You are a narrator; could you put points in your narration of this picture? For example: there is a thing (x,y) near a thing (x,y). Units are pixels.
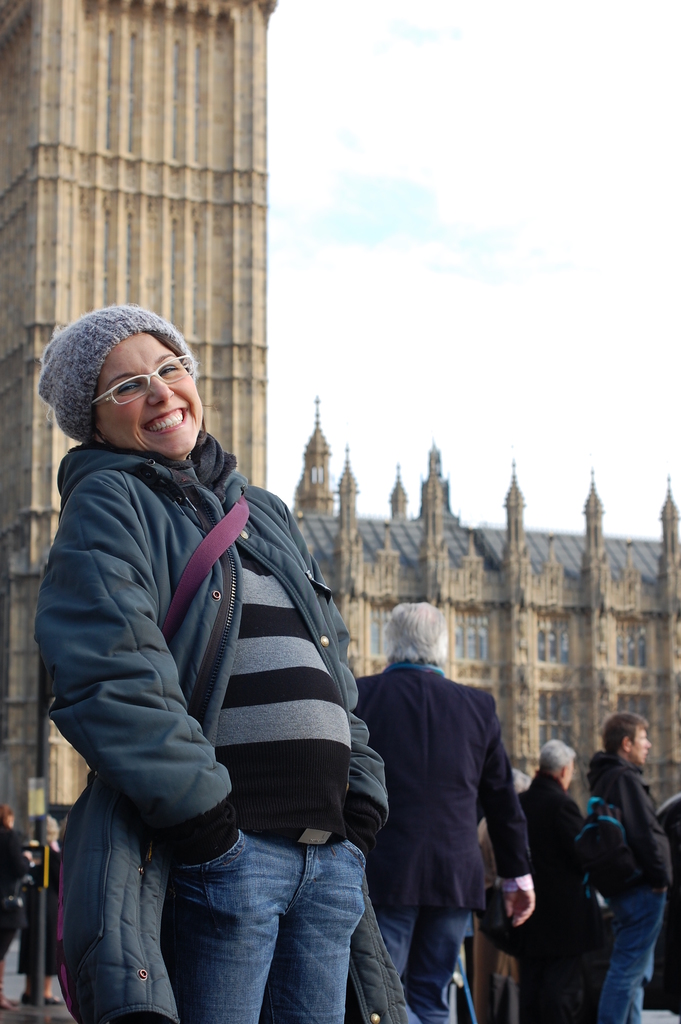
In this image there is a person (213,755) wearing a sweater (246,648), glasses (115,401) and a cap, giving pose for a photograph, in the background (460,830) there are people (495,796) standing and there is a building (221,383) and the sky (495,291).
